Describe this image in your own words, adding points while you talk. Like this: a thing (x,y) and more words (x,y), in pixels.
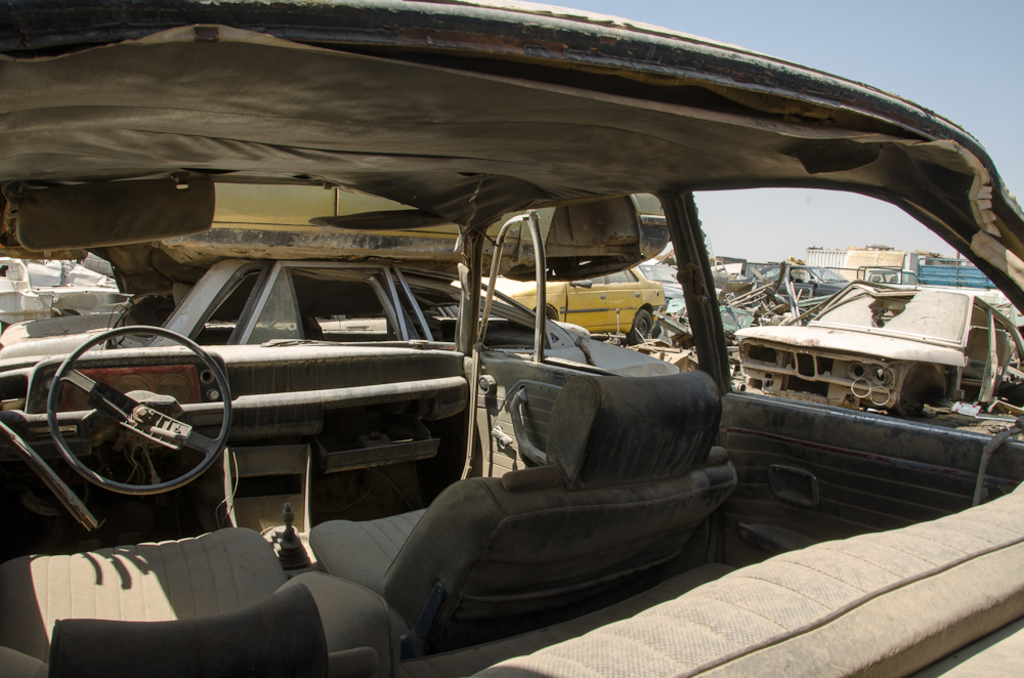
In this image we can see the old rusted cars (484,266). We can also see the scrap materials (742,307). In the background (782,31) we can see the sky (835,199).
